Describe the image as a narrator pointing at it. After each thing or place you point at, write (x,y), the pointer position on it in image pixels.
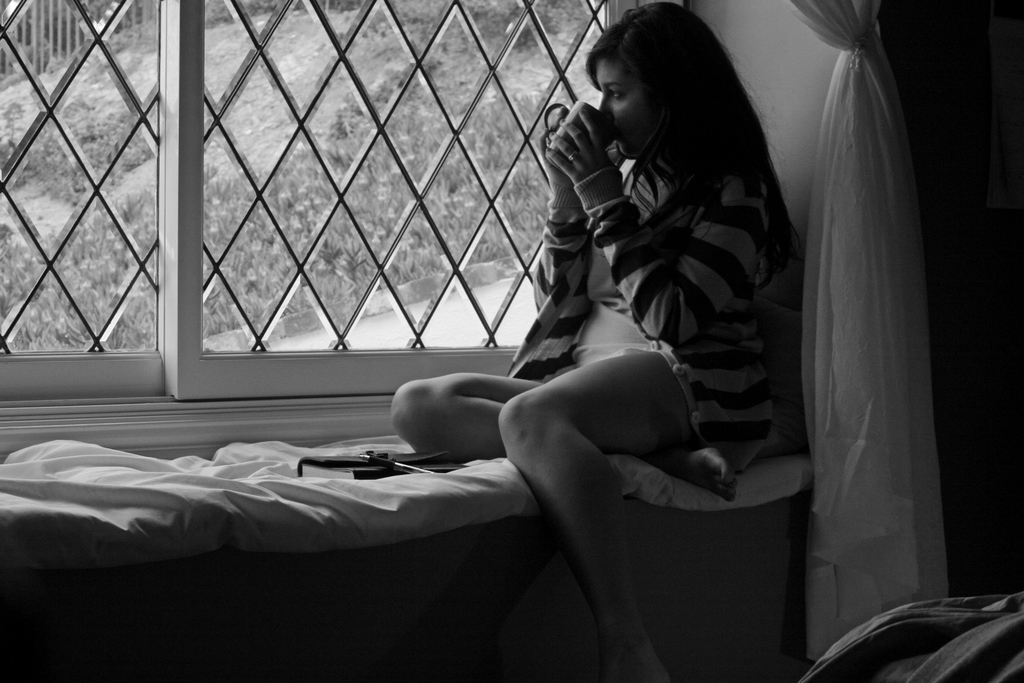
In this picture, we can see a person (622,236) drinking, and sitting on an object (402,567) covered with cloth (282,501), we can see some objects (347,475) on the cloth (390,441), we can see curtain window (229,248), and some object (910,630) in the bottom right side of the picture (927,601), we can see ground (258,171), plants (340,136), from the window (283,120).
